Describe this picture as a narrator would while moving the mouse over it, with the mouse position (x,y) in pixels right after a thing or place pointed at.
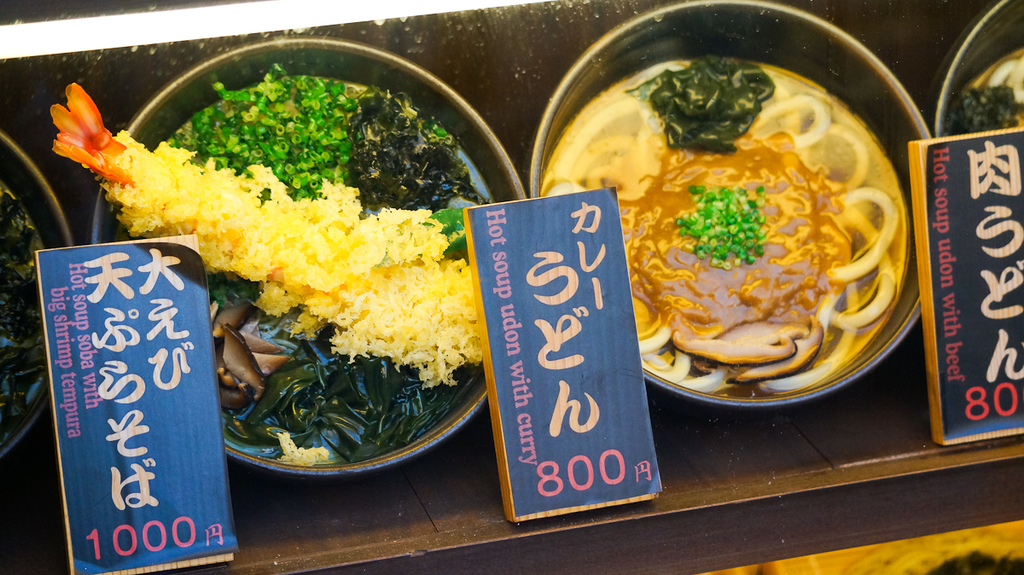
In this image, I can see food items (261,358) in the bowls (375,341) and there are boards (966,295) on an object (352,505).
